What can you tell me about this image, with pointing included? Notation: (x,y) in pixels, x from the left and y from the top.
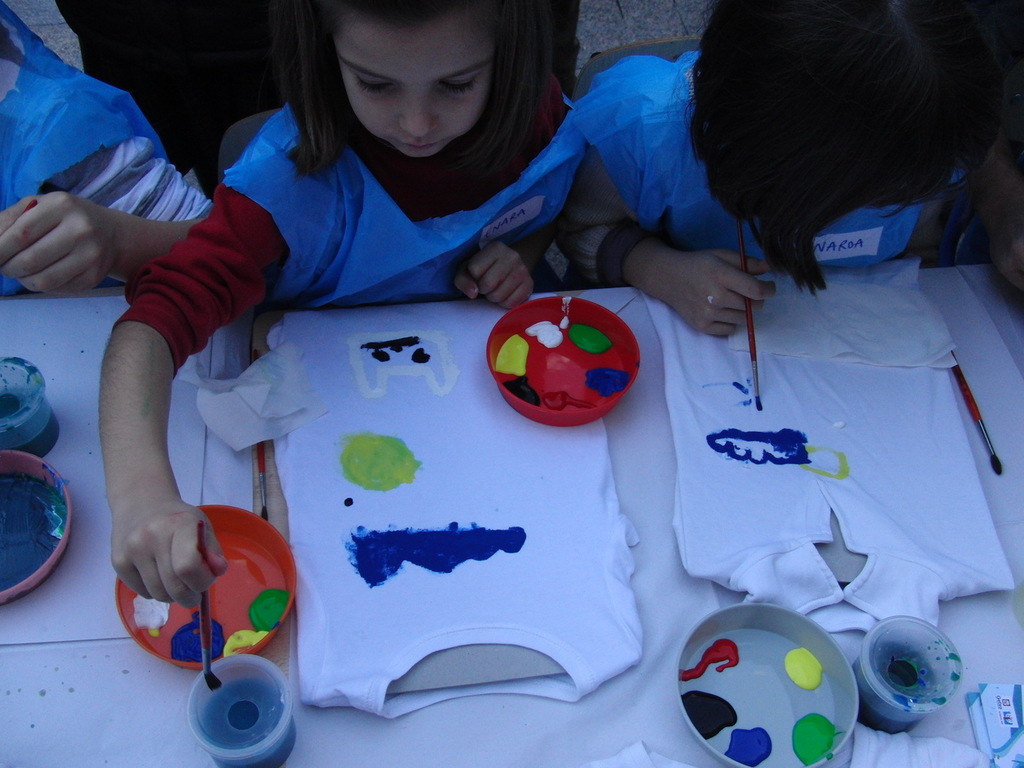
In this picture we can see three kids (692,226) are sitting on chairs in front of a table (654,472), there are t-shirts (700,485), plastic bowls (550,386) and papers (277,408) present on the table (1020,359), these two kids (575,211) are holding paint brushes (757,370), we can see paint (34,528) in these bowls (48,530).
